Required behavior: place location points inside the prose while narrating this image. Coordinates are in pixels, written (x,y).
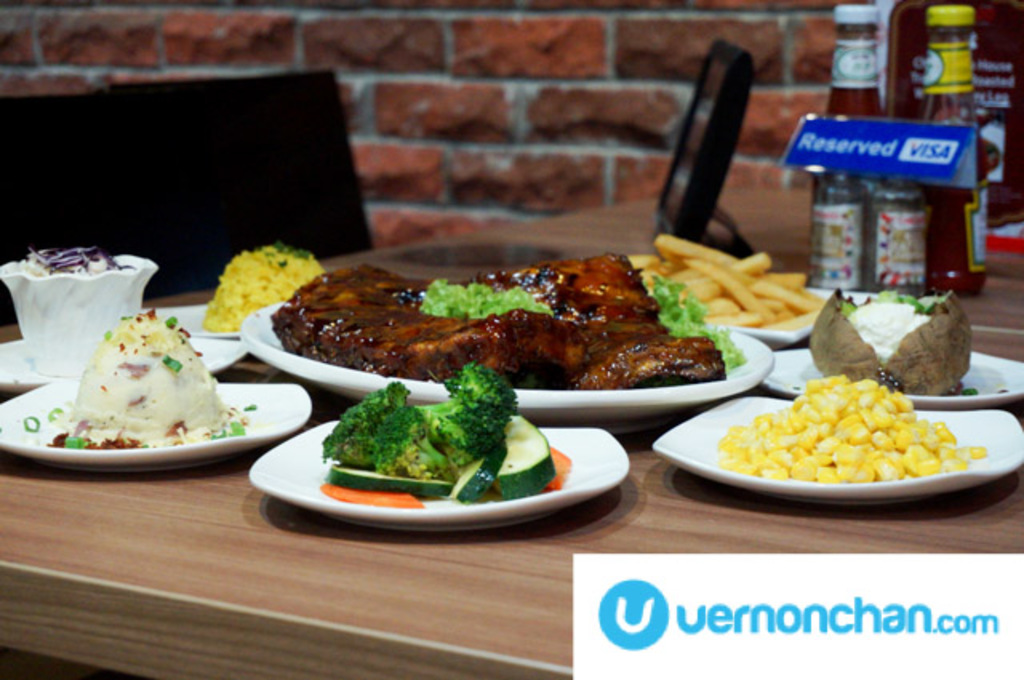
This image is taken indoors. In the background (439,119) there is a wall (494,77). At the bottom of the image (388,625) there is a table (248,582) with a plate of corn (807,419), a plate (328,505) of broccoli (383,449) and cucumber slices (552,467), a plate (227,442) of mashed potato (156,435), a plate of french fries (728,284), a plate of rice (248,310), a plate (542,319) with meat (589,343) and a bowl (93,299) with a food item (63,264) on it and there is an empty chair (223,160). There are a few bottles (927,113) on the table (1017,275) and there is a board (914,140) with a text (921,154) on it.
